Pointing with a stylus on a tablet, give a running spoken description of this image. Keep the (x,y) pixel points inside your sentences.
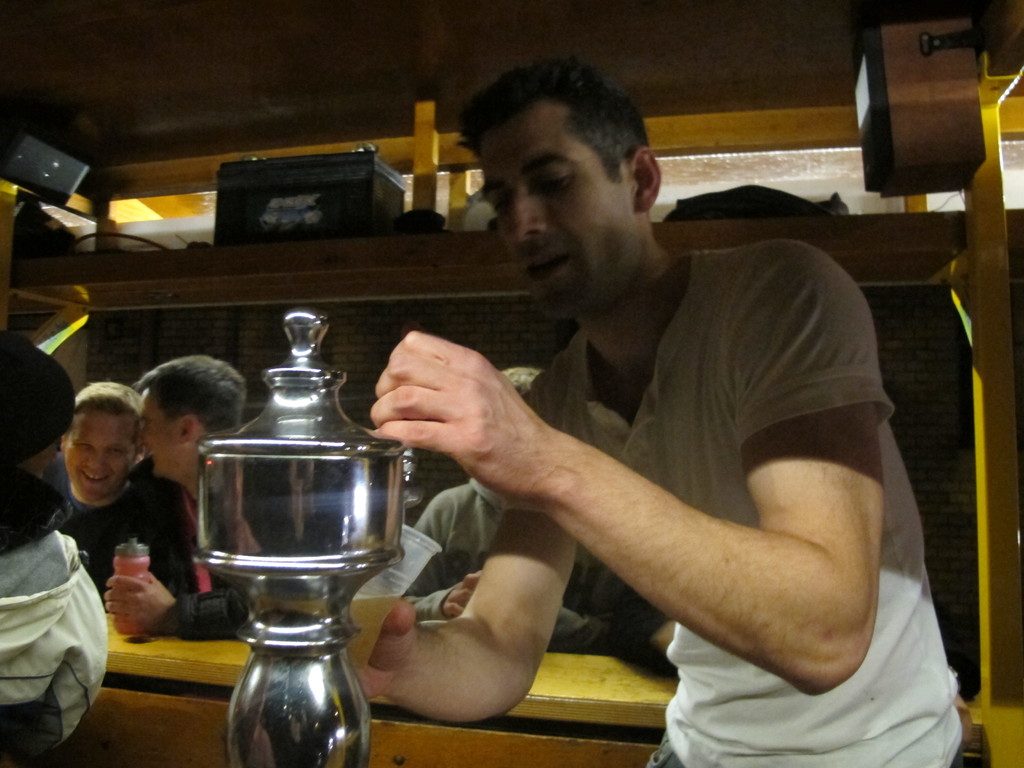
In this image we can see a few people (502,500). A man (469,706) is holding an object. There are few objects (268,218) placed on the wooden shelf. There is an object (911,125) on the right side of the image (906,142).
